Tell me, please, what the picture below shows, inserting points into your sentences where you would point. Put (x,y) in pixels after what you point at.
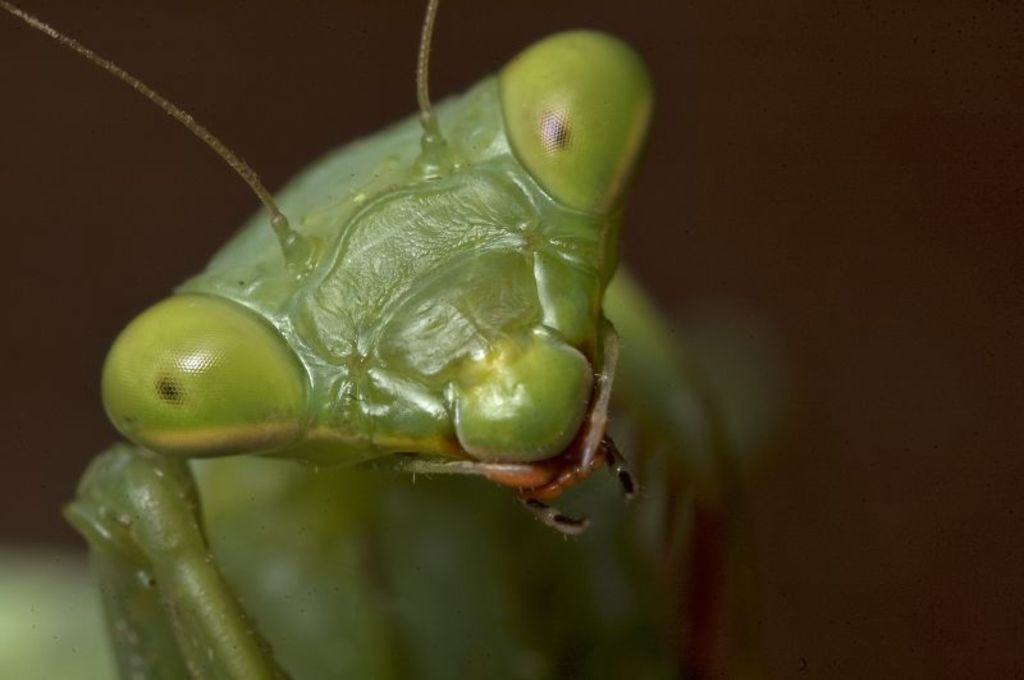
In front of the image there is an insect (512,513). In the background of the image (383,111) there is a wall (955,397).
